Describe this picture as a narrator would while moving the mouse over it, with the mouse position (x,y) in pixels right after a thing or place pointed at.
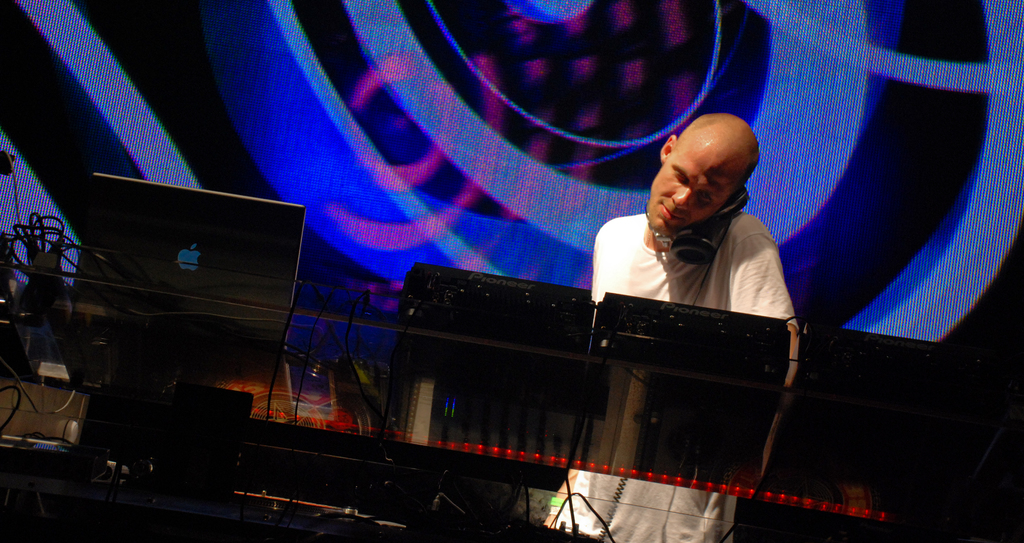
In this image we can see a person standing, laptop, electronic gadgets (448,289) and we can see the background (874,187) is blue.
